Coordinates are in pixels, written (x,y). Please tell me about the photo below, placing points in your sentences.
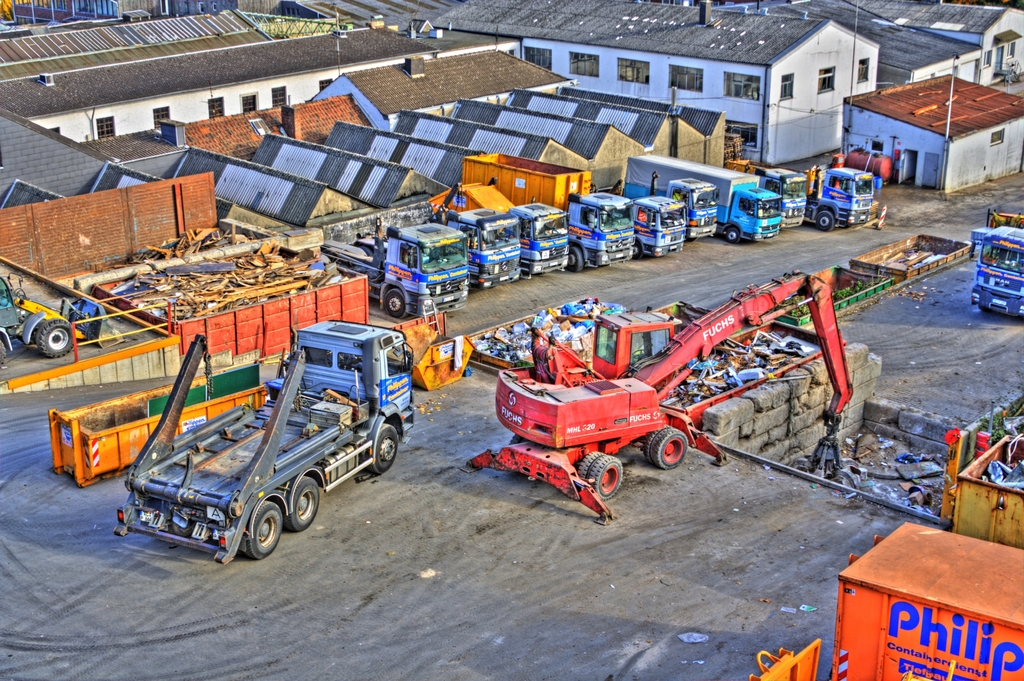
In this image we can see some houses (554,102), windows (752,83), vehicles (356,270), containers (797,366), brick wall (791,436), there are some poles (855,72).
